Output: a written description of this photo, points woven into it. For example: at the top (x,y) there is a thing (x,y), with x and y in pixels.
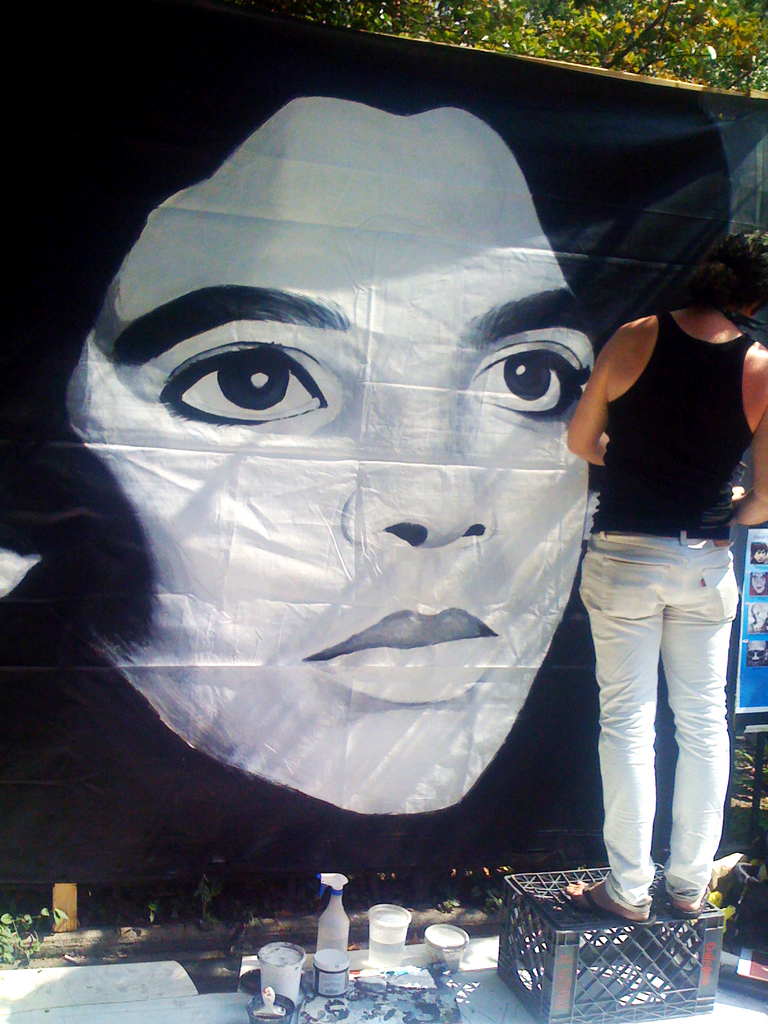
In this image we can see a person (644,552) standing on an object (661,962). We can also see some painting bottles (395,945) and also the brush (267,993) on the surface (376,986). In the background (321,305) there is a woman (465,435) painting and also the tree (613,32).
